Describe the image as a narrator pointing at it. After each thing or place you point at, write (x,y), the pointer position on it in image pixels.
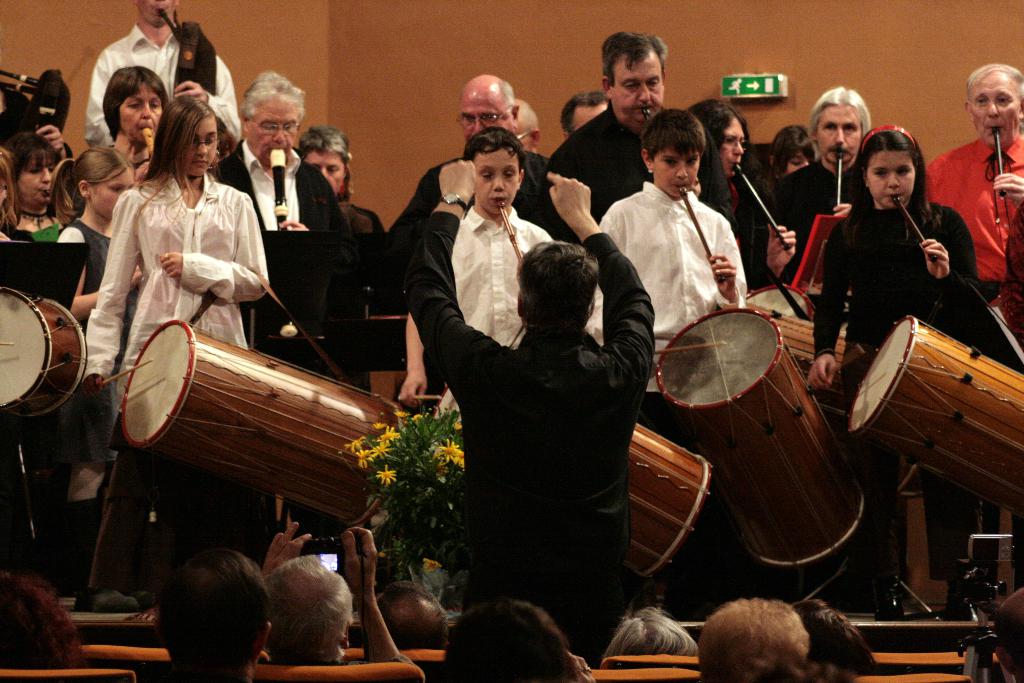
This image is clicked in a musical concert. There are so many people (715,275) in this image. some of them are using flute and some of them are playing drums (17,376). There are people (477,621) sitting in the bottom of chairs (897,662).
